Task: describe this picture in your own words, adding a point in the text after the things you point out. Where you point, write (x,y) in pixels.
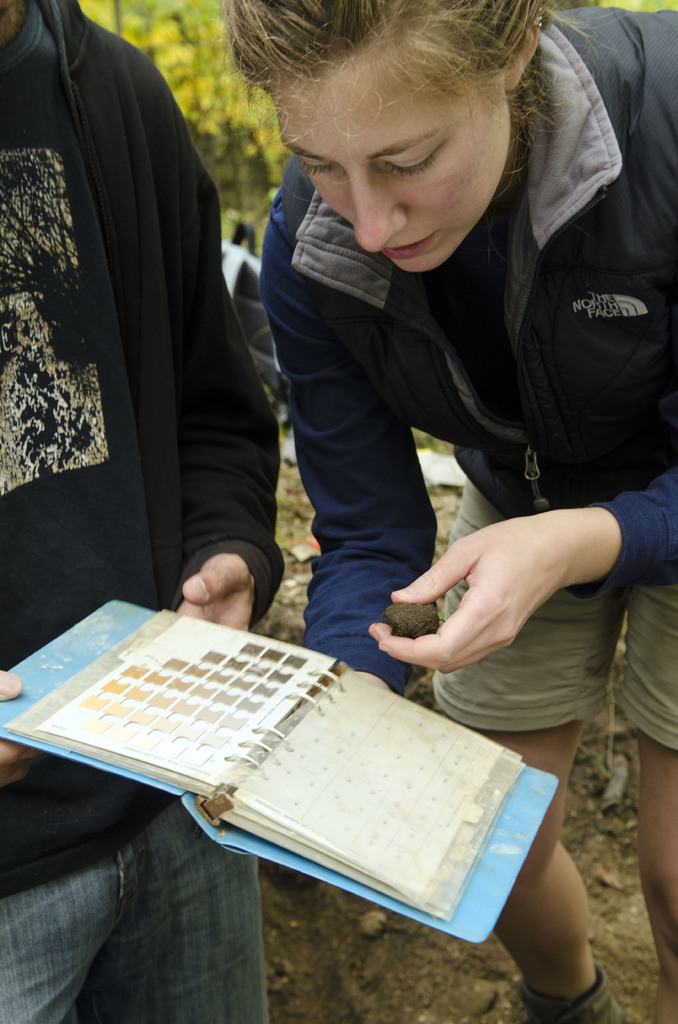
In this picture we can see there are two people (183,327) standing and a person (121,542) is holding a book (279,667) and another person (385,635) is holding an object (422,615). Behind the people (145,351) there are trees (225,159) and some objects (456,472).
